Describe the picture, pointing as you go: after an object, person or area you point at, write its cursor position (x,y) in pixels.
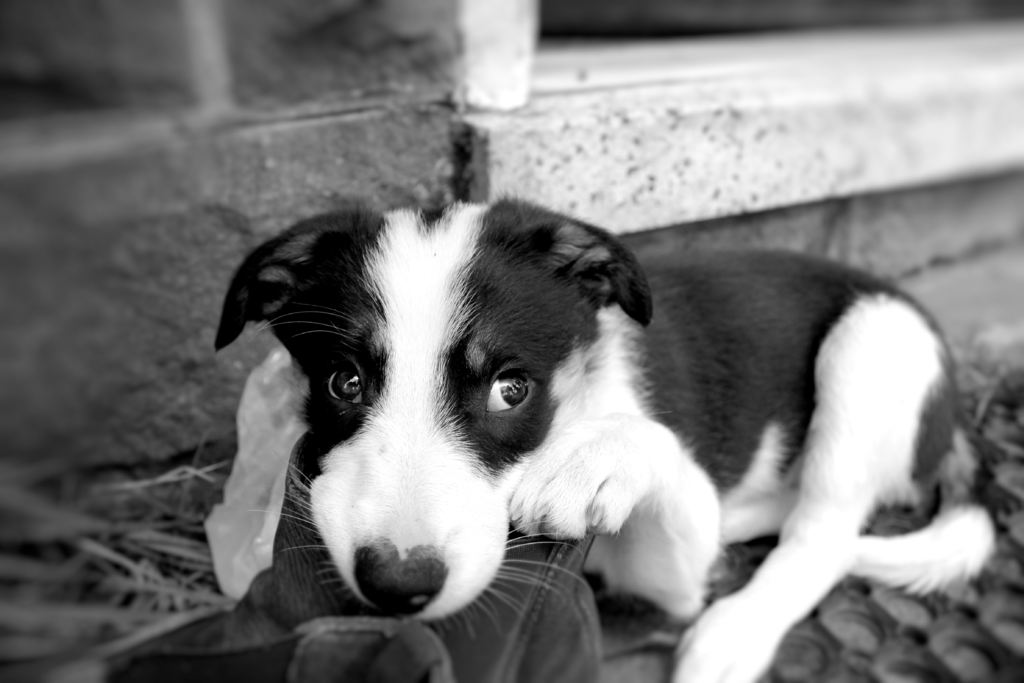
This looks like a black and white image. I can see a puppy (554,295) lying down. It looks like a bag (507,649). I think this is a wall (812,213).
